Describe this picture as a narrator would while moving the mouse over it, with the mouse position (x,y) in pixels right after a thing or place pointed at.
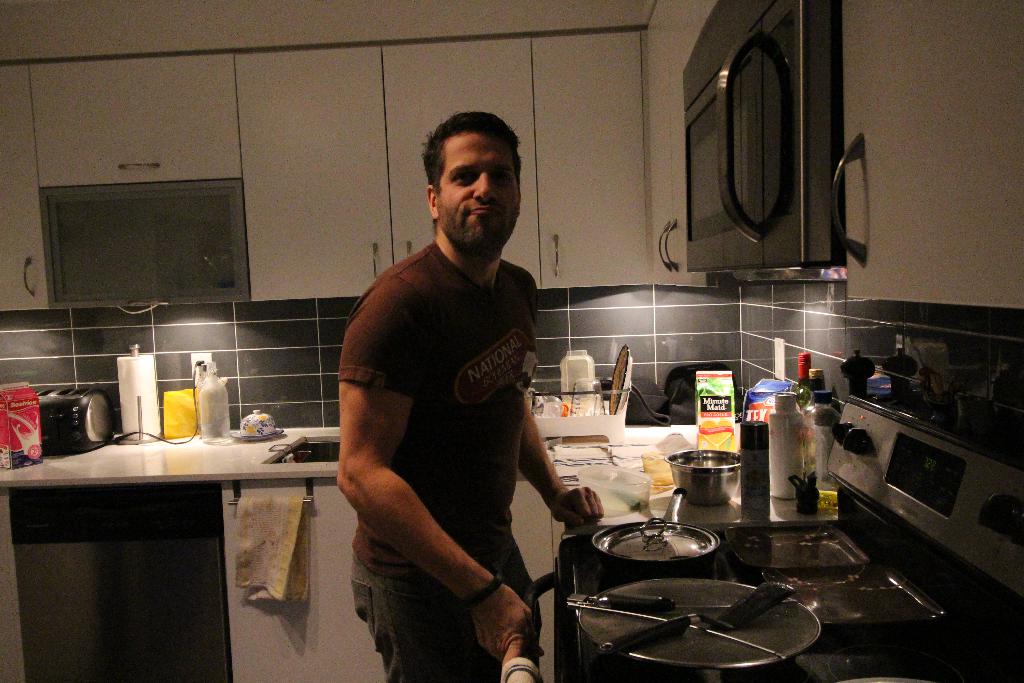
In the bottom right corner of the image (865,546) there is a stove (939,641) with vessels (699,535) on it. And also there is a screen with the stove (856,415). Behind the stove (981,495) there is a table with few objects (592,416). On the left side of the image (92,412) there is a table (95,464) with toaster (70,440), packet (22,443), bottle (206,385) and some other items (134,376). And also there are cupboards (265,494) with table (175,478). And also there is cloth (251,561). At the top of the image (914,58) there are many cupboards (59,108).
